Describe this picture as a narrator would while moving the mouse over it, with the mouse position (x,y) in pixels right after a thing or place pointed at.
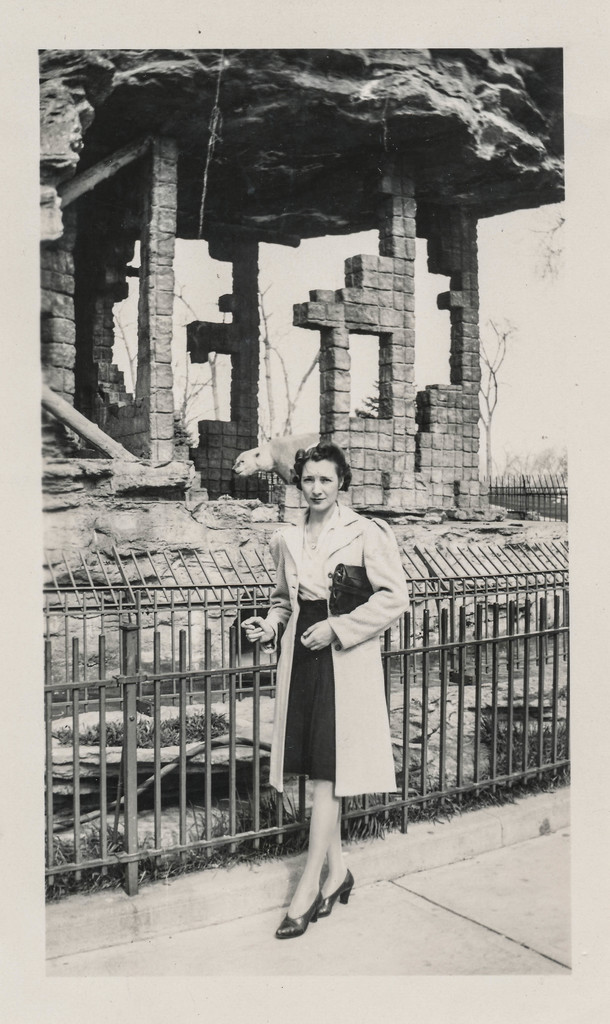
In this image, we can see a person (343,486) wearing clothes (355,780) and standing in front of a fence (386,808). There is an animal (279,470) and ancient building (234,203) in the middle of the image (348,413).
